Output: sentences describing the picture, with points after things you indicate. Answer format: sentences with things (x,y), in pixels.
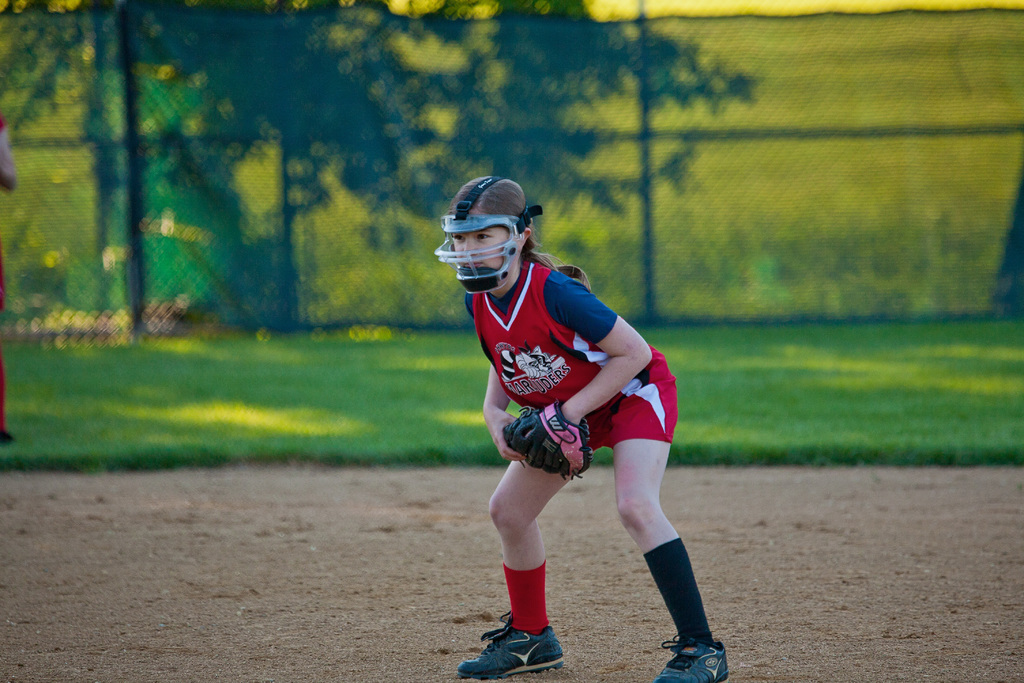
In the foreground of this image (600,446), there is a woman (595,418) standing, wearing gloves (554,421), helmet (462,231) and shoes (498,636) on the ground (392,634). In the background (409,376), there is greenery (405,353) and the fencing (630,113).
